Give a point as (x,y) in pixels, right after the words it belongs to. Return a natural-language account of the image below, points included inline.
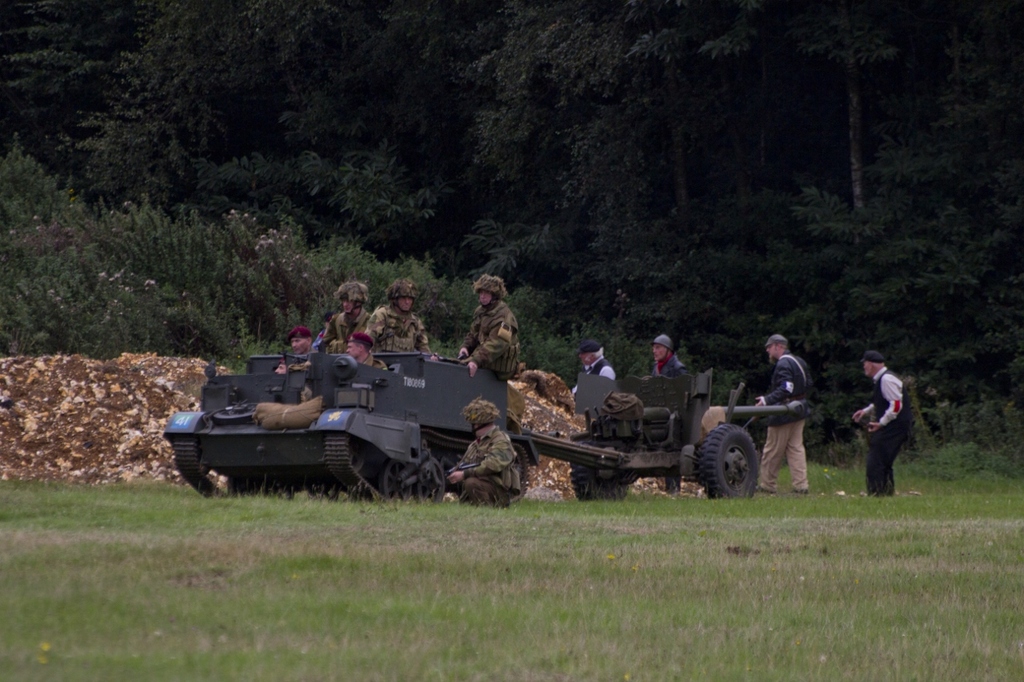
This image is taken in a garden (697,501) where group of persons (494,447) are walking and sitting. The persons (358,356) in the front (369,349) seems to be a military officials (487,346) which are sitting in a tank (283,377). In a background (68,414) there are trees (273,200), rocks (122,402). In the front (448,615) there is a grass (505,621) on the floor (406,572). There are four persons (759,398) walking in the background (864,412).
